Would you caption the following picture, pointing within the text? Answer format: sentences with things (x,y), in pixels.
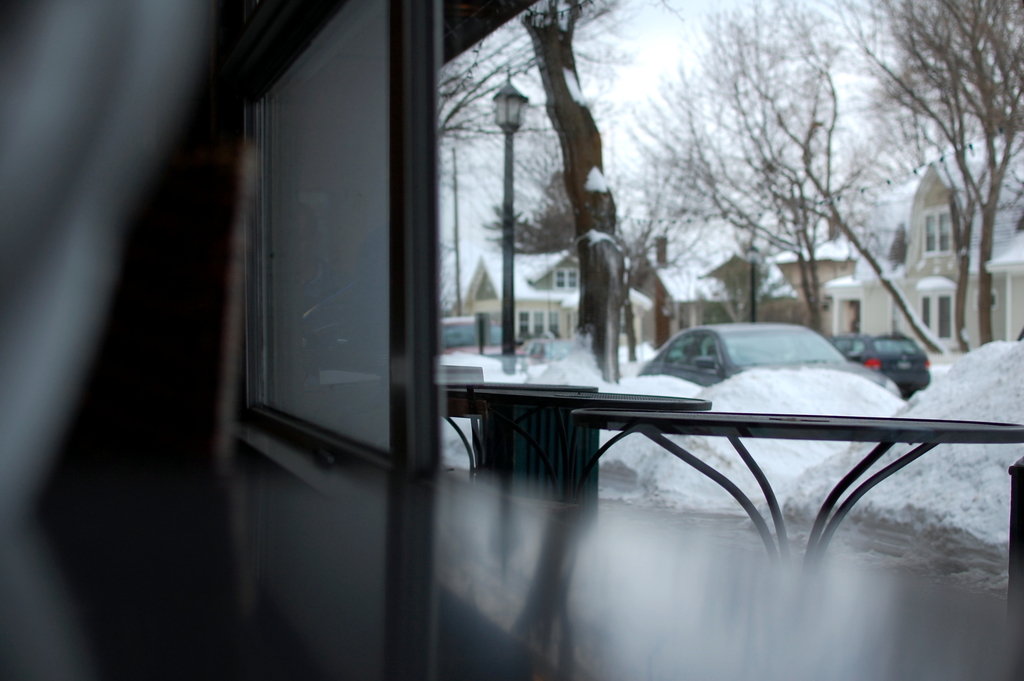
In this image we can see the window (384,467) with tables (585,475). On the backside (842,351) we can see some cars (753,358), the heaps of snow (701,438), a street lamp (507,116) to a pole (513,133), some houses (906,232) with roof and windows (943,315) and the sky (801,119) which looks cloudy.
